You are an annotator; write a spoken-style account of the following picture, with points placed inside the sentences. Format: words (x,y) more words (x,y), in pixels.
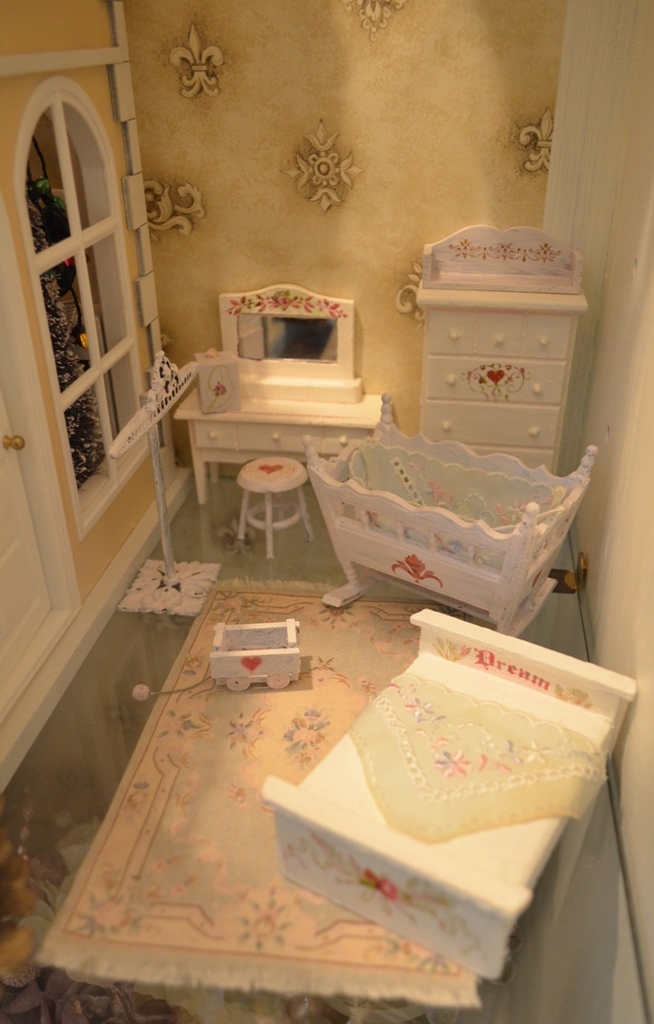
This is the picture inside the room (179,220). There is a bed (471,855) in the middle (409,513), at the back (527,370) there is a cupboard (557,353) and there is a mirror (281,313) on the table (306,383) and there is a stool (271,511), at the left (101,480) there is a door (22,420) and window (45,323) and at the bottom (189,845) there is a mat (261,895).
